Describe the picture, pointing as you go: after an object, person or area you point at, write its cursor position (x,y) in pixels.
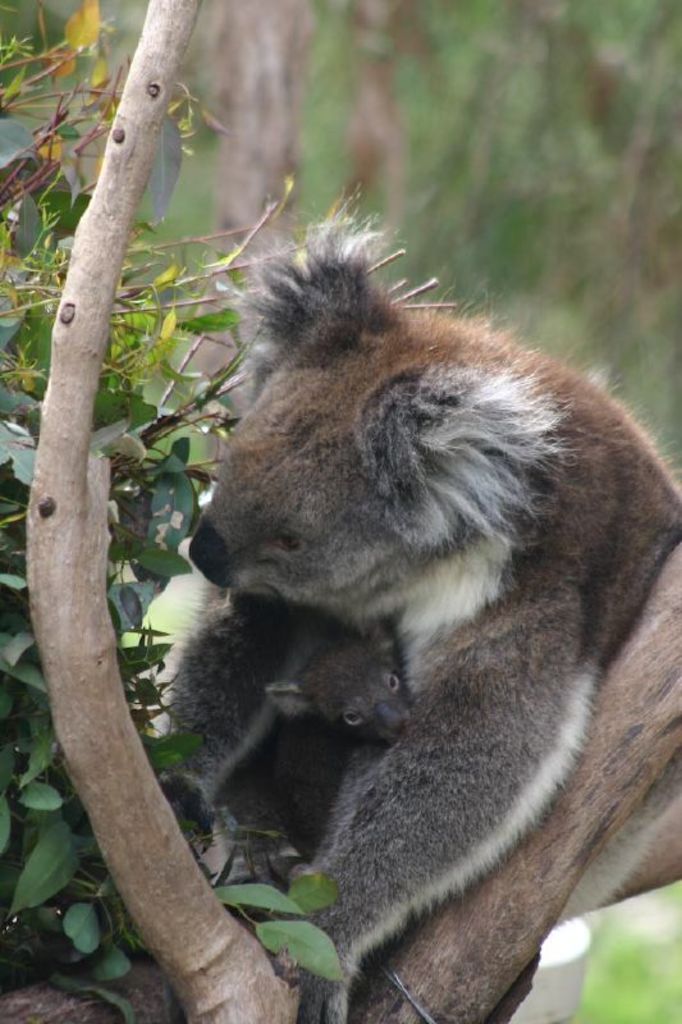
There is an animal (267,542) on a tree (326,892). In the background (442,199) it is blurred.
